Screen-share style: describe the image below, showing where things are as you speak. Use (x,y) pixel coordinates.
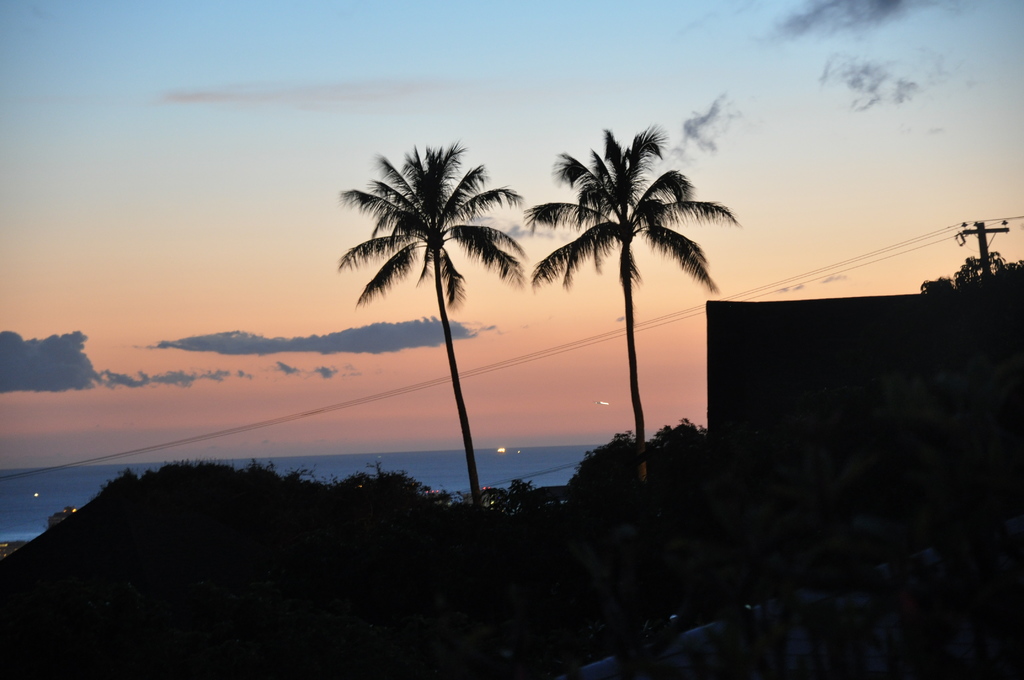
In this image I can see trees (621,495), building (777,403) and a pole (982,238) which has wires (933,234). In the background (294,192) I can see the sky (233,203).
